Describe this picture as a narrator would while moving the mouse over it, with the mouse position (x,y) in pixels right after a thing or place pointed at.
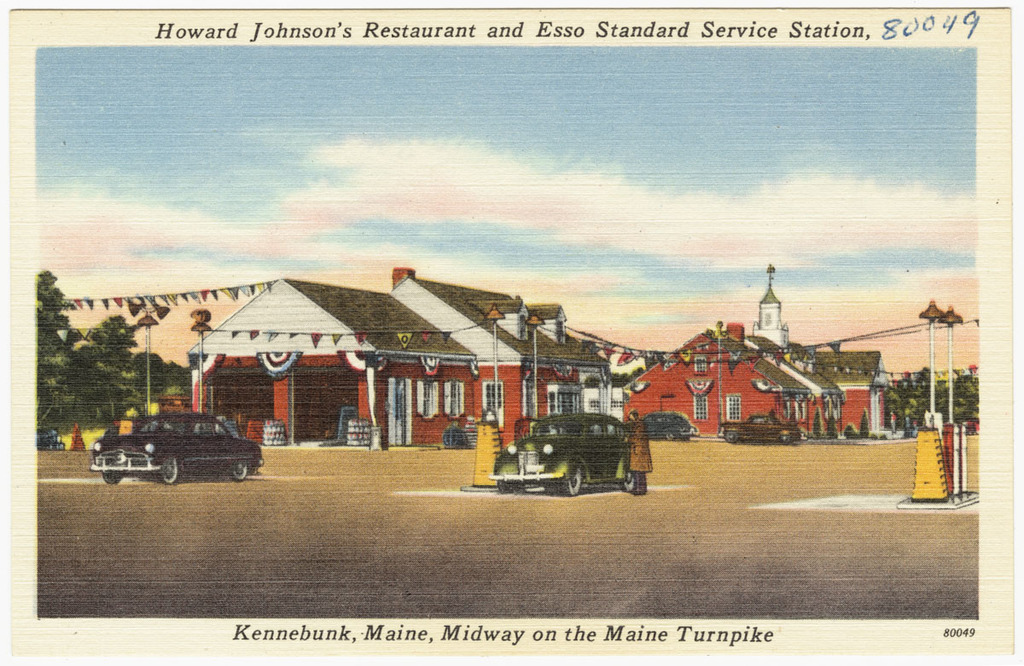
In the image there is a depiction of houses (460,365), vehicles (123,457) and trees (60,297) and at the top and bottom of the image (509,644) there is some text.
